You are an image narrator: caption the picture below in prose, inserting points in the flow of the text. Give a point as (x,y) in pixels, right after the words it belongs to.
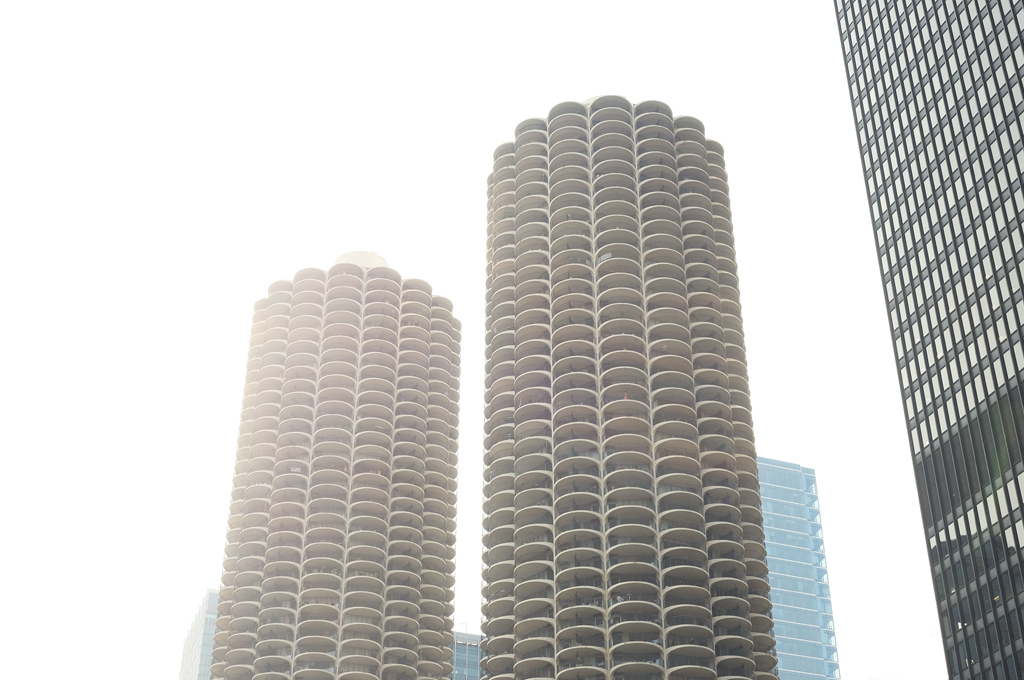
This image is taken outdoors. In this image there are two buildings (635,627) and a few skyscrapers (952,16).
